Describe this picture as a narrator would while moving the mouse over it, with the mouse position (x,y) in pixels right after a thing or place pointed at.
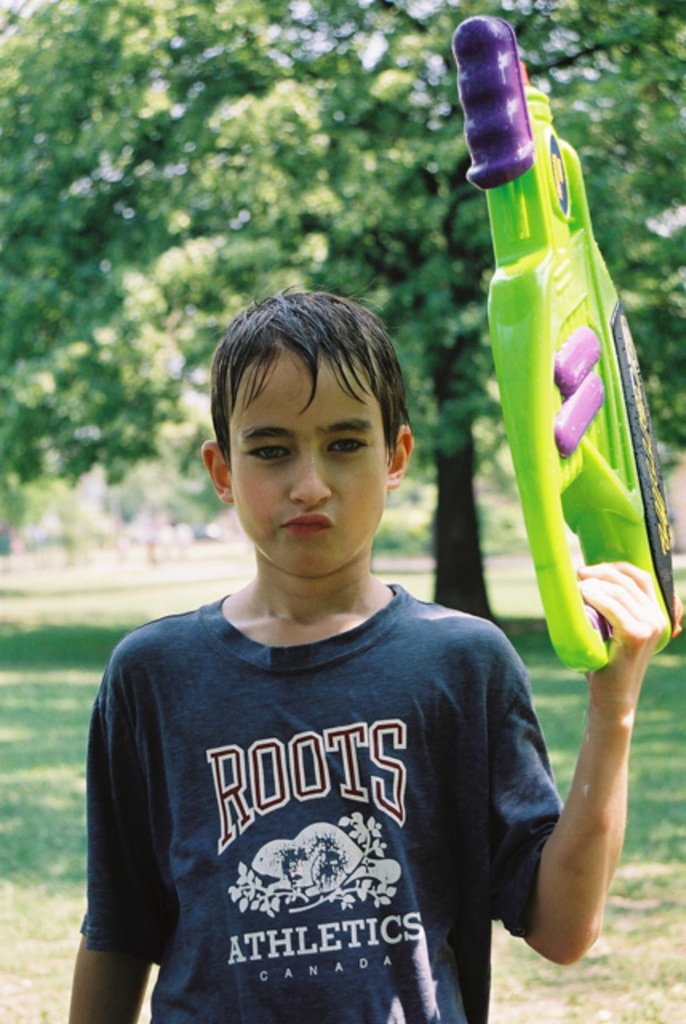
In this picture there is a boy (163,912) in the center of the image (309,376), by holding a toy gun (611,369) in his hand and there are trees (405,253) in the background area of the image (401,174).
